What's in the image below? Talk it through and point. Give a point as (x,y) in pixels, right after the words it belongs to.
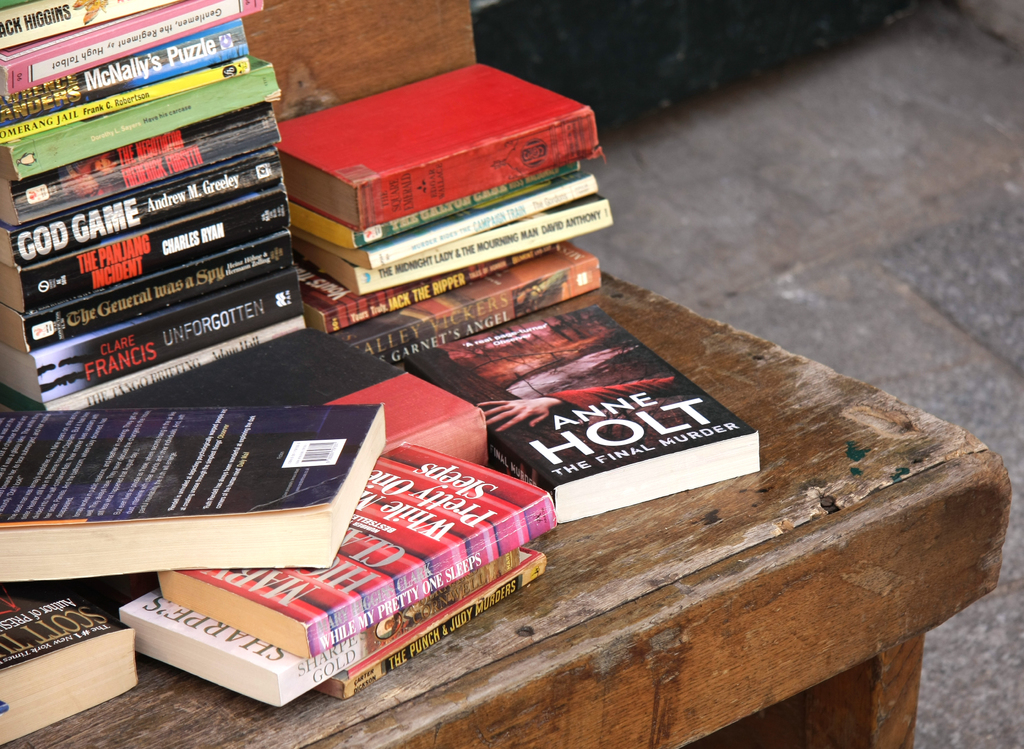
This image consists of books (455,544) kept on a wooden table (589,560). At the bottom (945,688), there is a floor (718,156).
